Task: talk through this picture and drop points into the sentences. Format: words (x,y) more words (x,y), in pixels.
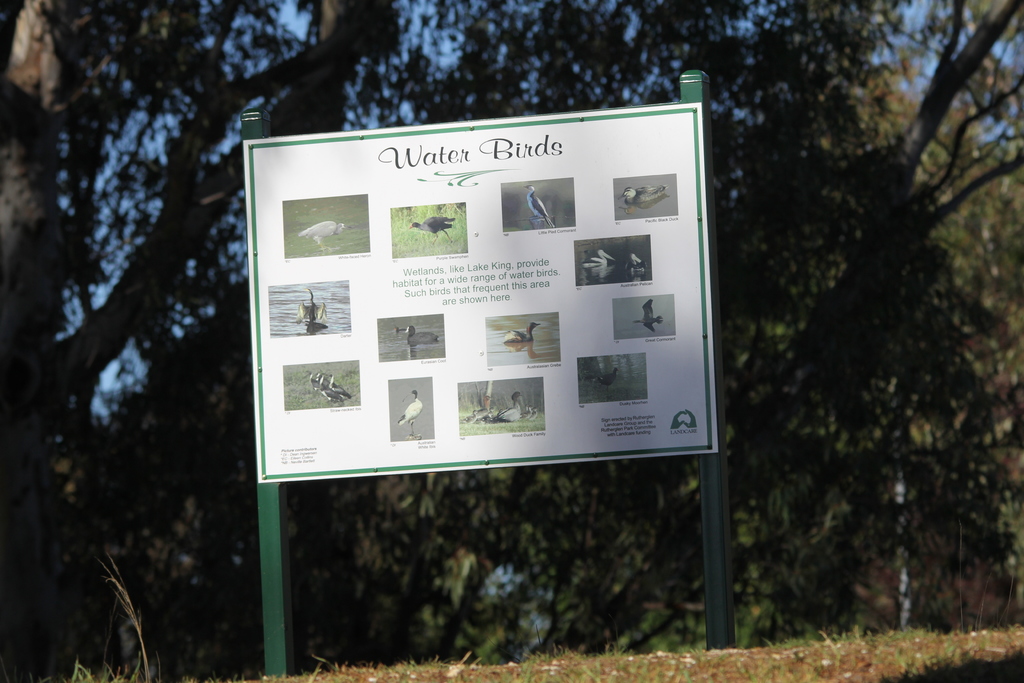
In the picture I can see board (638,277) on which there are some bird images (423,355) along with the text (516,280), behind there are so many trees (334,647).
